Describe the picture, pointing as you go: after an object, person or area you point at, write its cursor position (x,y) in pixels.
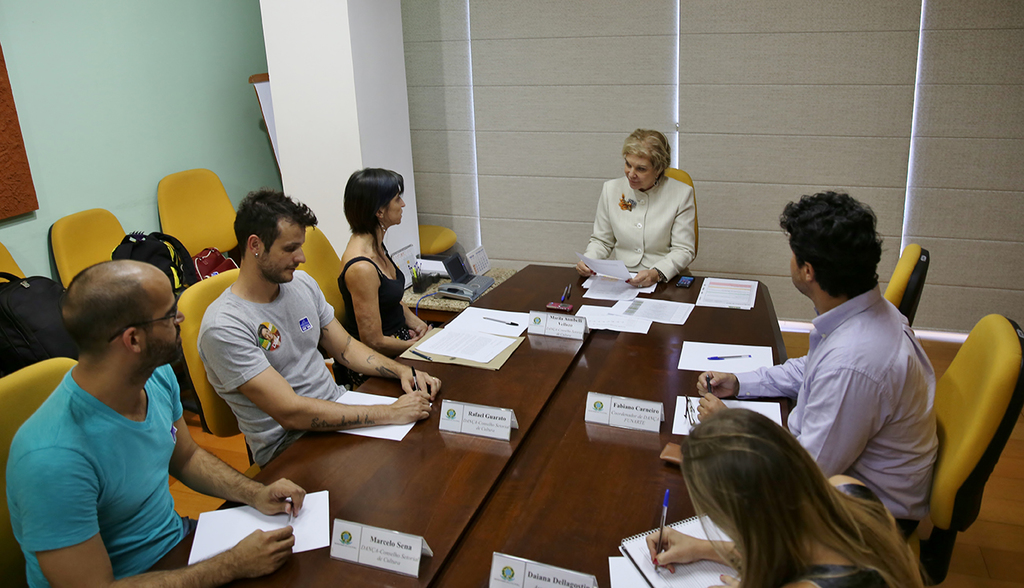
Here we can see a woman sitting on a chair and she is speaking to this woman (369,340) who was on the left side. Here we can see a four persons (798,219) who are sitting on a chair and they are paying attention to this woman (633,267).
